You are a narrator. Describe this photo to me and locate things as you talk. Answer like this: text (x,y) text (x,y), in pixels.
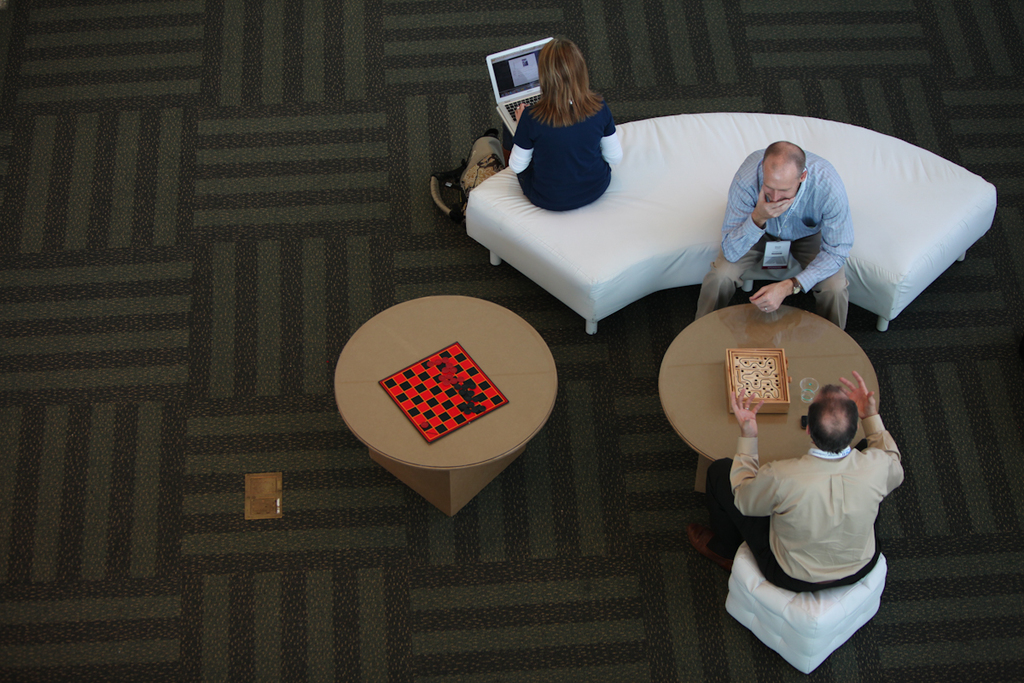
In this image we can see a woman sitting on a sofa (528,226) and she is working on a laptop (495,74). Here we can see a two persons (759,293) sitting and they are having a conversation. This is a wooden table (415,478) which is in the center (380,424) where a checkers board (482,395) is kept on it.
